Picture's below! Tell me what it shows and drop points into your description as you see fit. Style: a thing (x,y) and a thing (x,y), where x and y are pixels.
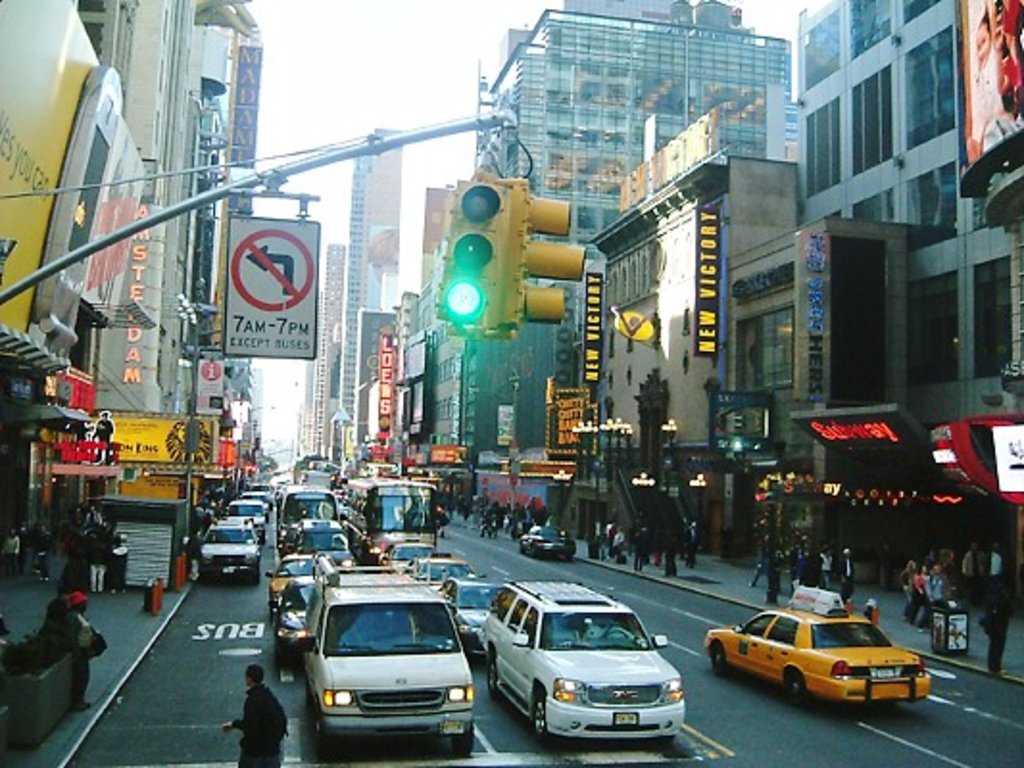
In this picture there are people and we can see vehicles (239,552) on the road (175,645). We can see boards (258,337), traffic signal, poles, hoardings (144,288) and buildings (911,120). In the background of the image (323,259) we can see the sky (294,377).
